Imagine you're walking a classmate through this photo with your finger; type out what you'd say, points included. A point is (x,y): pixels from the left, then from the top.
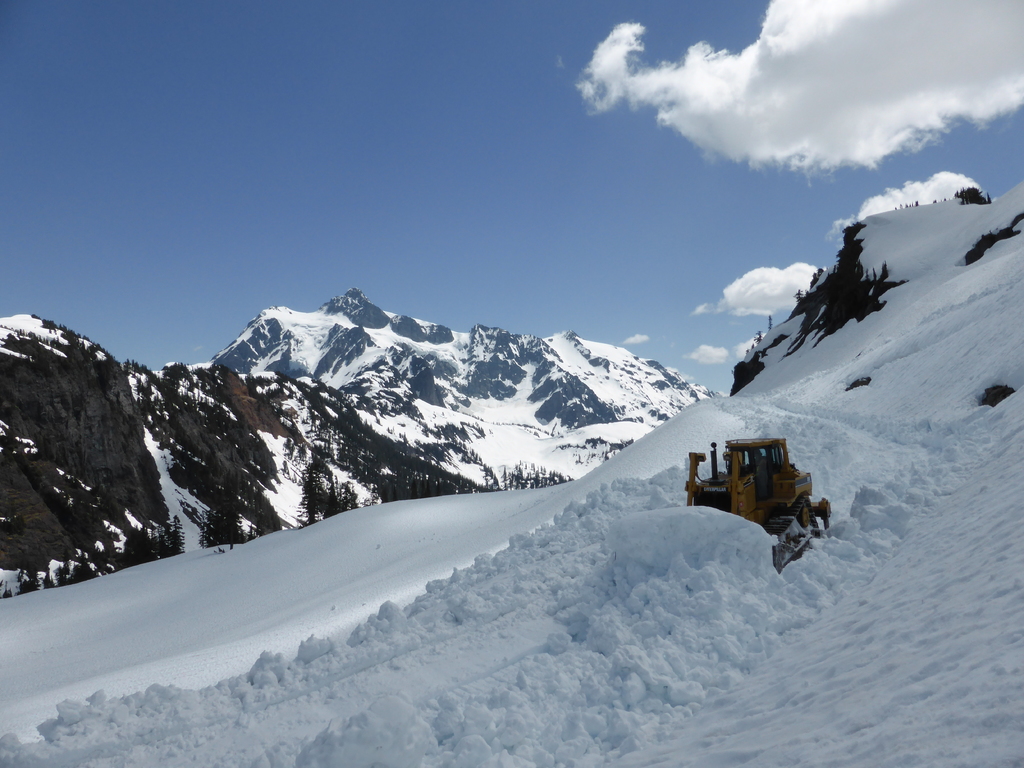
In this image I can see in the middle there is a bulldozer (774,494) in yellow color, this is the snow (763,546). On the left side (184,365) there are mountains (374,407), at the top (442,154) it is the blue color sky (588,210).
